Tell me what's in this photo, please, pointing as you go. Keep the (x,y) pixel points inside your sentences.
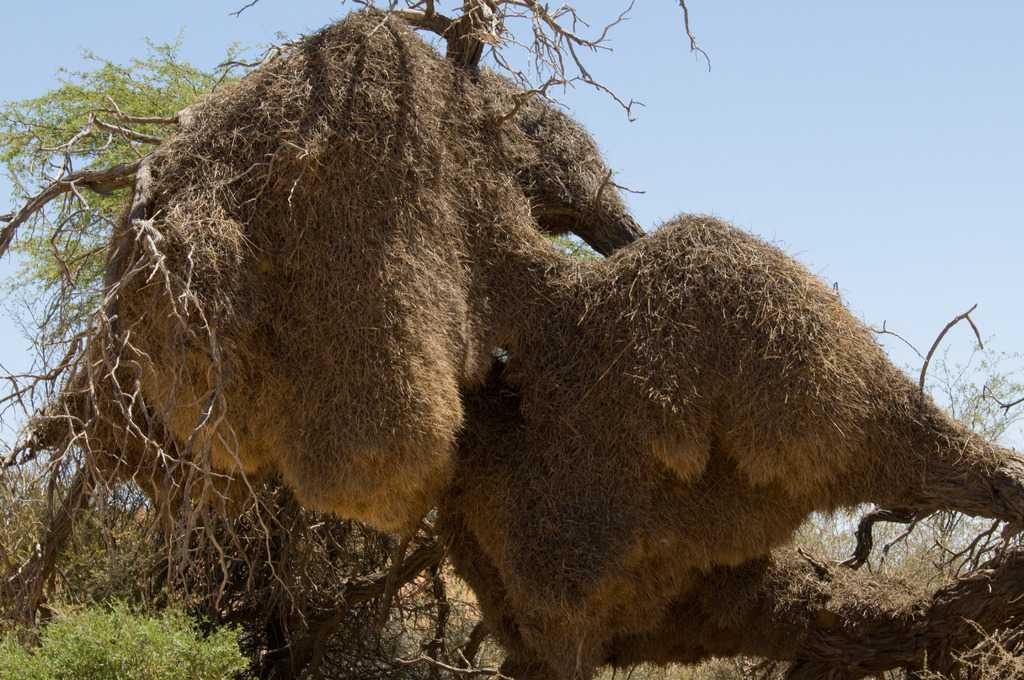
In the foreground of the picture (419,403) we can see plants (218,661), trees (283,630) and dry grass (324,300). At the top (800,111) it is sky (803,122).
